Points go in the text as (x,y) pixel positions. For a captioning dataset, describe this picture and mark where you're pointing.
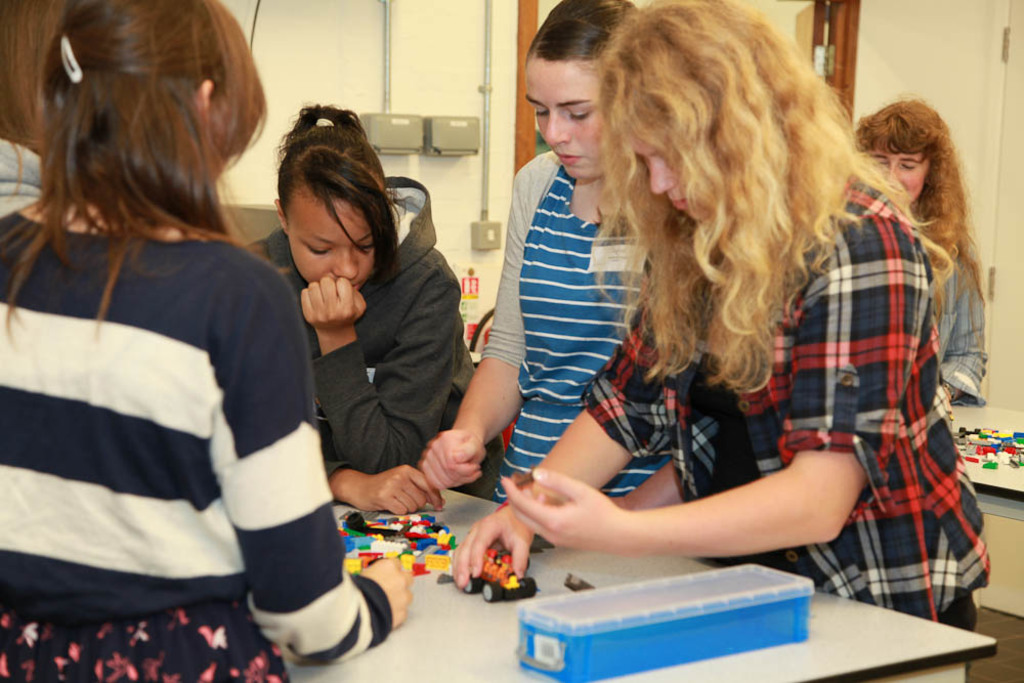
In this image I can see a few people (603,271) around. I can see few toys (984,459) and box (693,626) on the tables (993,498). Back I can see a wall (919,45) and door (821,48).
